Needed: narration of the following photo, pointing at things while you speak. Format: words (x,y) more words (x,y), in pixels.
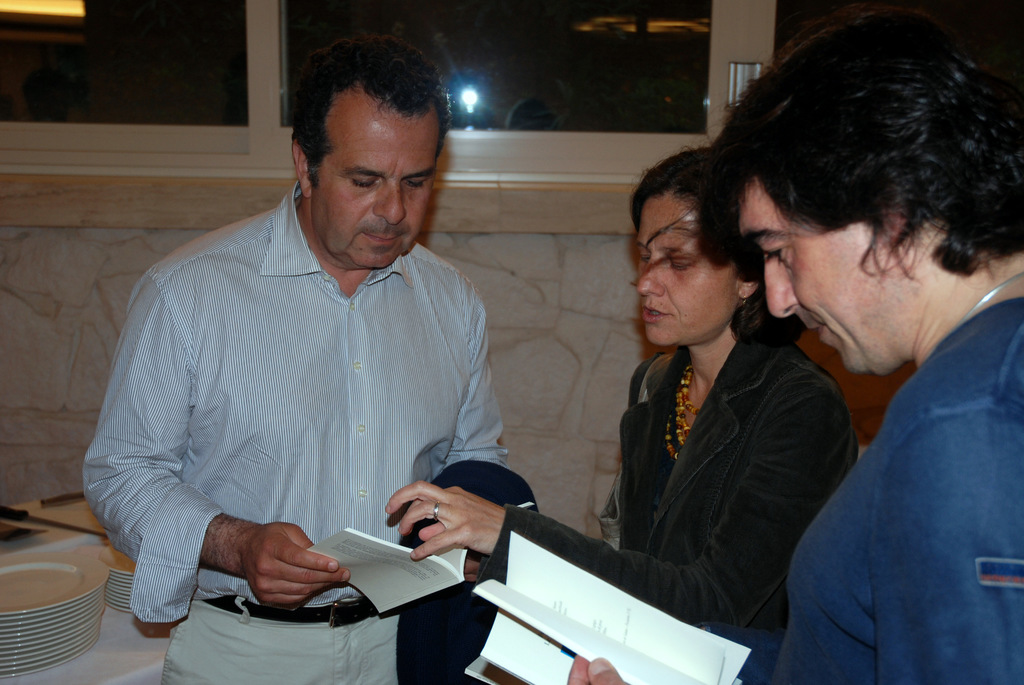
In this picture we can see two men (404,207) and a woman (716,346) standing and these two men (396,468) holding books (432,592). We can see plates (104,586) on the table (102,656). In the background (68,179) we can see wall (541,322) and glass windows (516,36).
